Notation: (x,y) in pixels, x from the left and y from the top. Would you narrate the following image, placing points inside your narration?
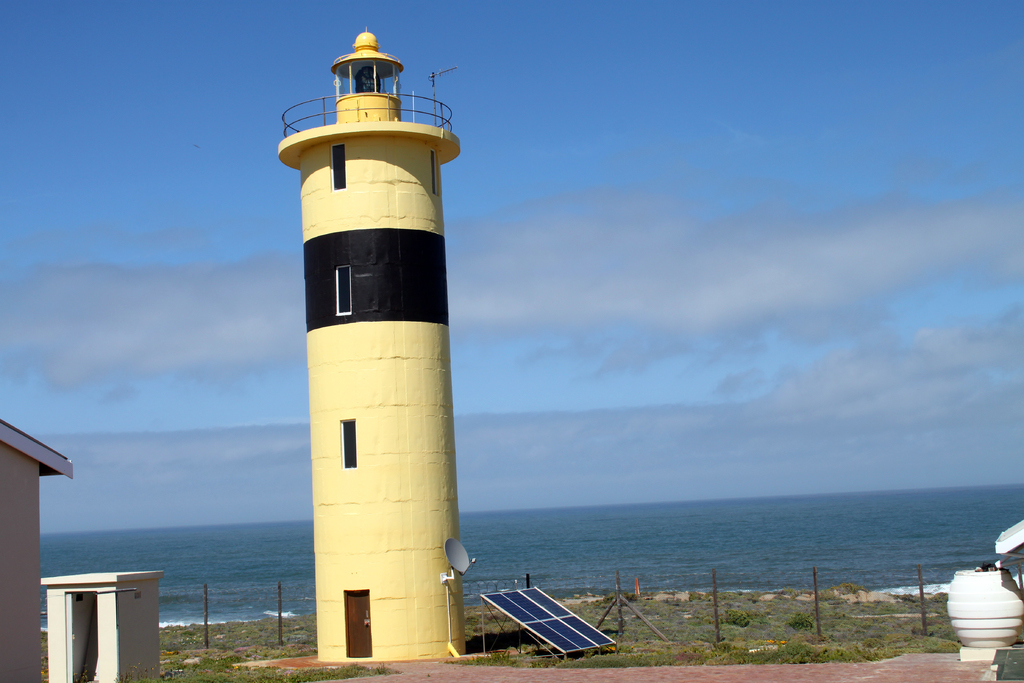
In this picture there is a tower (339,196) in the center of the image (418,391) and there is a solar panel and greenery (652,601) at the bottom side of the image (662,597) and there is water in the background area of the image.
